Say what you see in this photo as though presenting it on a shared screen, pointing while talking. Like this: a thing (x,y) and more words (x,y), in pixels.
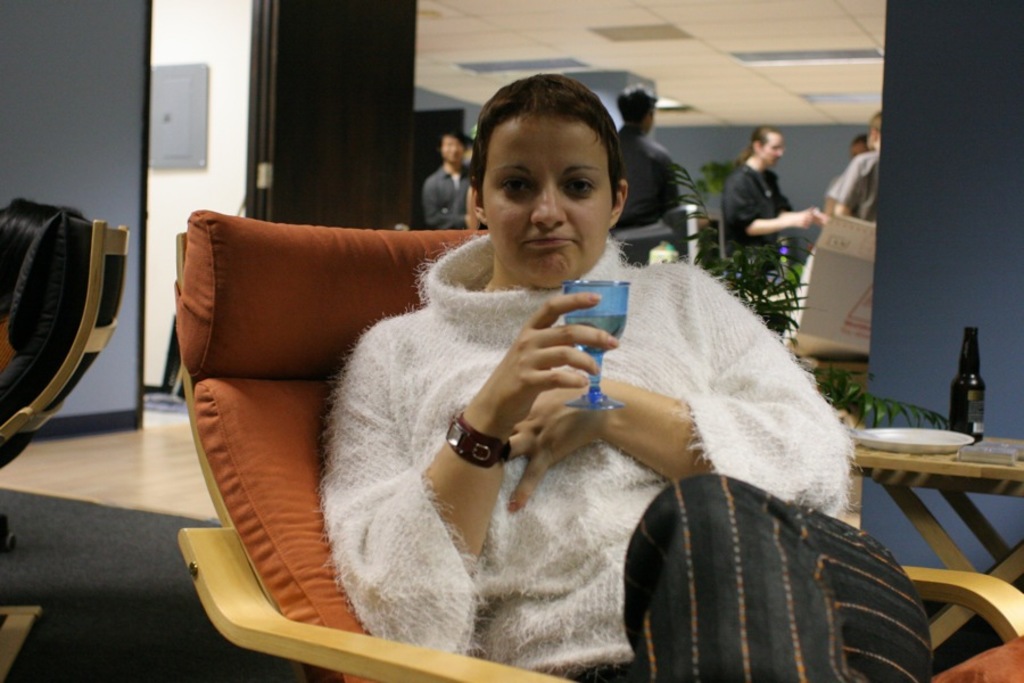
This image is taken inside a room (905,168). In the middle of the image (460,309) a woman (382,506) is sitting on a chair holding a glass (585,320) with wine (611,320) in her hand (588,334). In the left side of the image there is an empty chair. At the background (757,200) there are few people (776,221) standing and there is a plant (884,418). In the right side of the image (981,393) there is a table (900,454) and a plate (892,444) and bottle (961,393) on it.
